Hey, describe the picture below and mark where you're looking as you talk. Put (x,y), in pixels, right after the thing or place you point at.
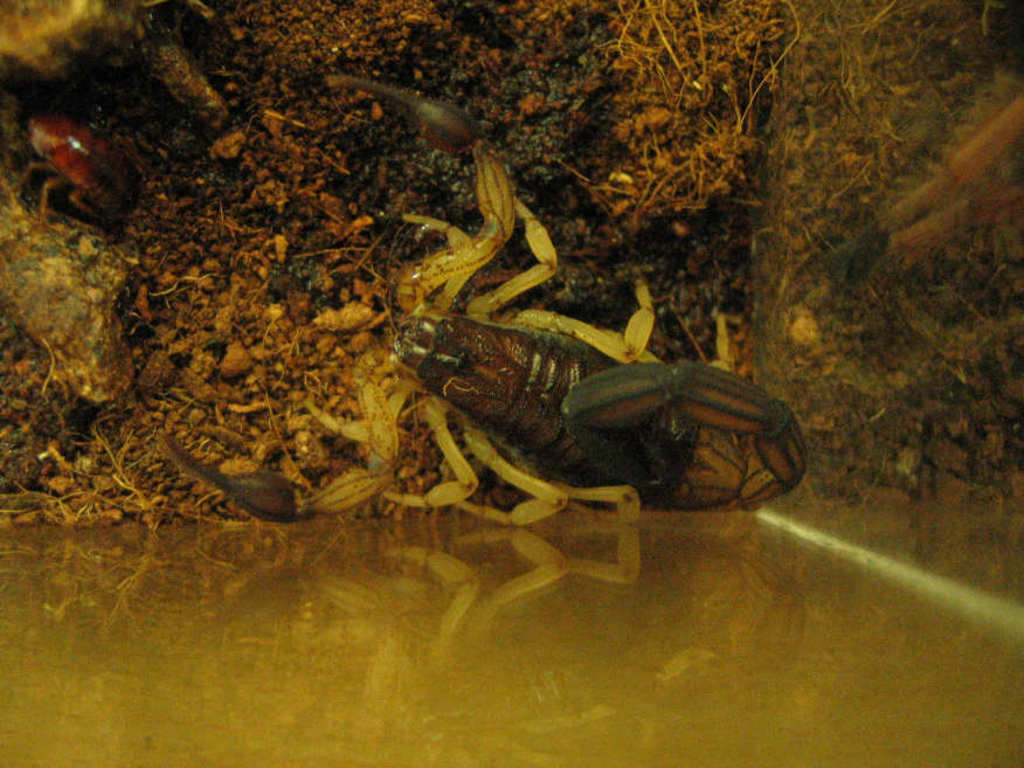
This picture contains an insect (529,386) in brown and black color is in the soil (602,193). At the bottom of the picture (487,591), it is blurred.
